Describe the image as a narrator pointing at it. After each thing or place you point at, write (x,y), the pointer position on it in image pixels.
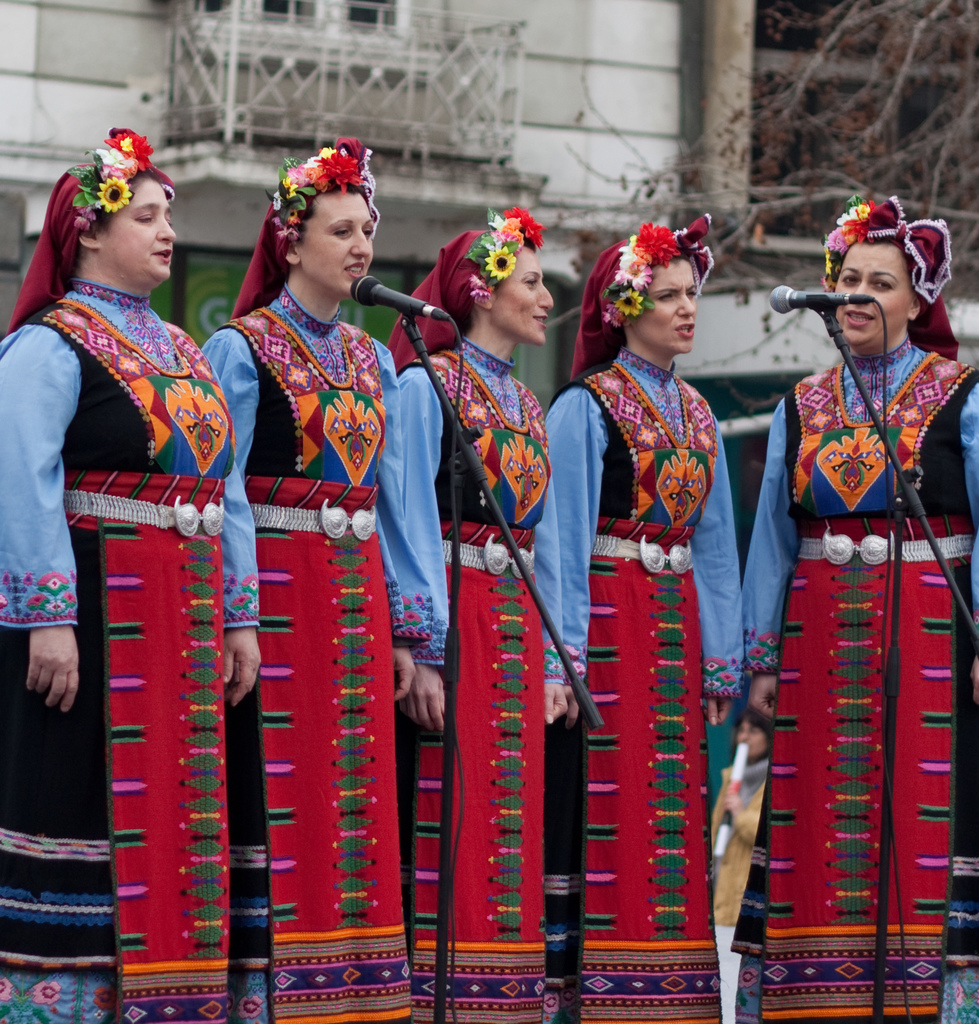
In this image we can see these women (440,369) wearing the same costumes (93,403) and flower bands (116,164) on their heads (890,331) are standing here. There are two mics (838,305) with stands (428,365) in front of them. The background of the image (75,93) is slightly blurred, where we can see a building (457,135), a person (735,840) standing here and trees (823,171) here.
